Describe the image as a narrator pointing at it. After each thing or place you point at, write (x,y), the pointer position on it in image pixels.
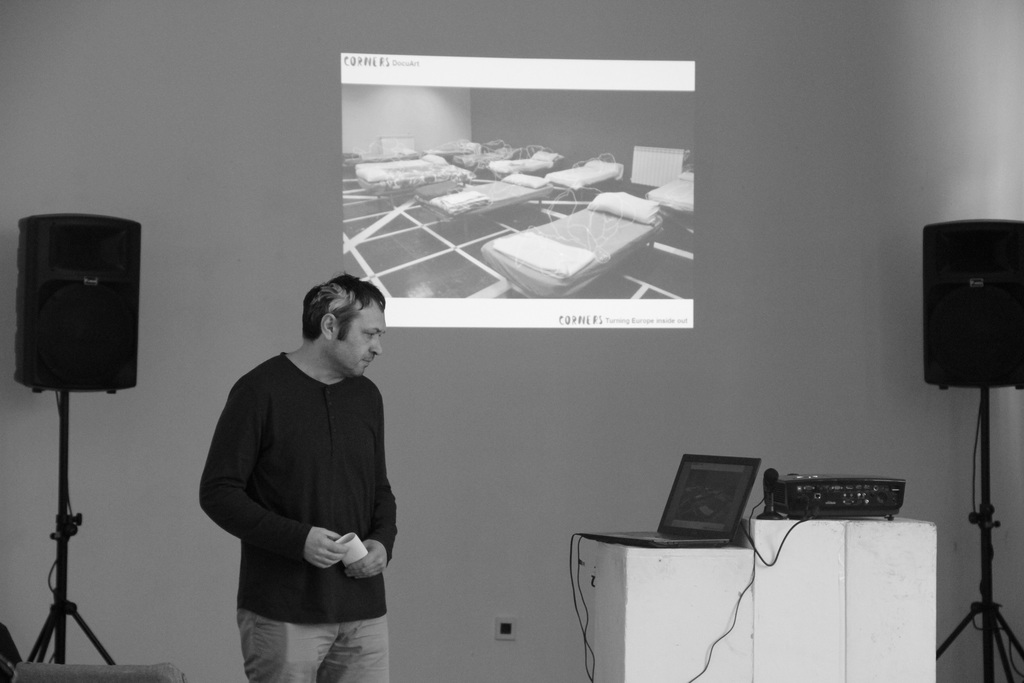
In this picture we can observe a person (288,523) standing on the floor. We can observe two speakers (979,291) in this picture. There is a laptop (705,515) and a projector (809,505) placed on the white color desk (759,596). In the background (196,121) we can observe a wall (233,217). This is a black and white image.
